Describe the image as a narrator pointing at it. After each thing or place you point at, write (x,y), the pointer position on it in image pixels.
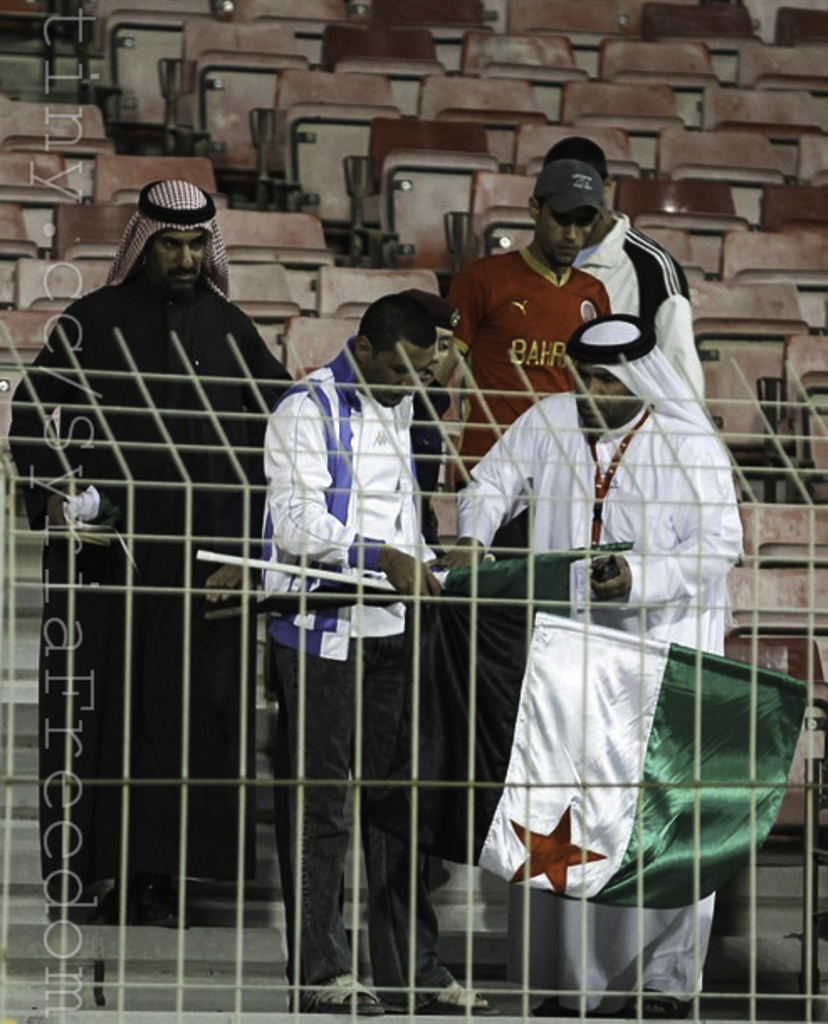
This picture is clicked inside. In the foreground (422,630) we can see the mesh (129,507). In the center (281,411) we can see the group of persons (572,517) holding some objects (466,584) and standing on the ground (495,999). In the background (424,70) we can see the chairs (660,109) and we can see the two persons (585,242) standing on the ground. On the left (60,94) we can see the text (58,18) on the image.
